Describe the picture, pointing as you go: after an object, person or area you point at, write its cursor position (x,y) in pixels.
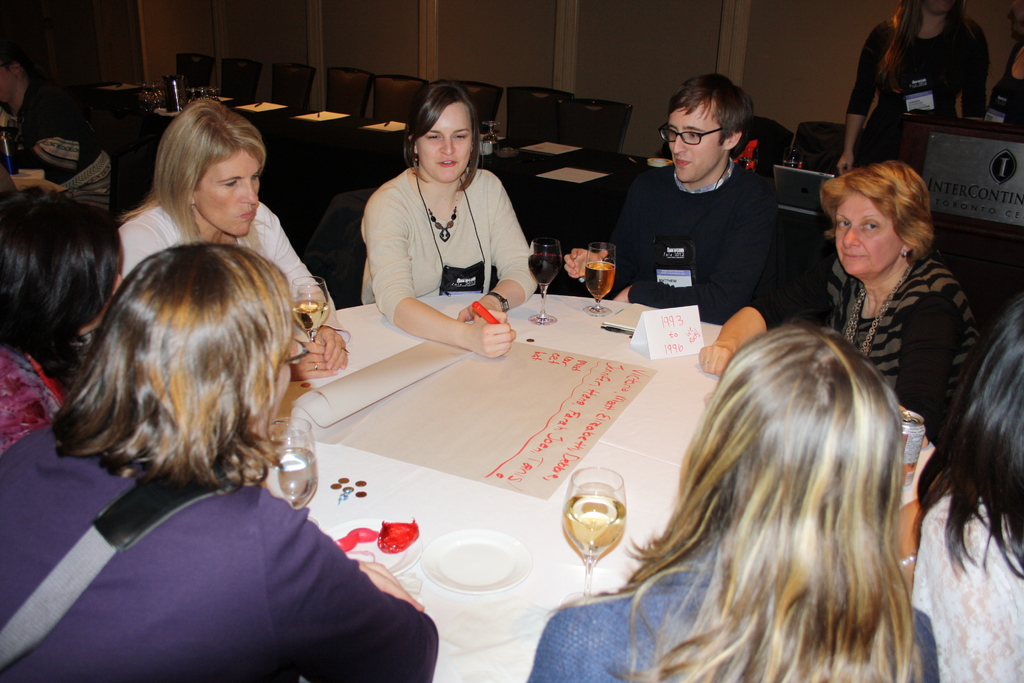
This is image consist of group of people (333,553) sit around the table (689,317). A woman (481,264) wearing a cream color sweater (399,260) and discussing a topic and she holding a red color pen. And Beside her a man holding a glass of drink (614,276) and there are some chairs (358,73) kept on the back ground of the image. on the left corner (23,144) a person (48,172) sit on the chair (123,189).
